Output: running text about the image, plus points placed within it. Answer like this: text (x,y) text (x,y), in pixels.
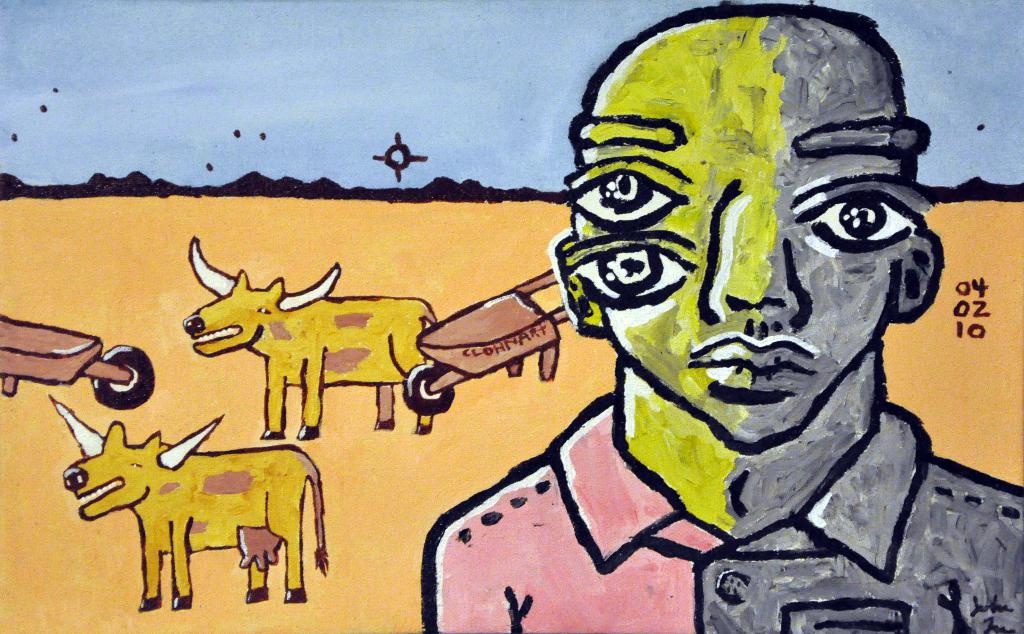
In this image we can see a drawing (623,299), there is the sky (328,51) towards the top of the image (357,22), there are mountains (107,181), there are animals (257,457) on the ground (343,488), there are objects (70,355) that looks like a vehicle (93,364), there is a man (688,262) towards the bottom of the image (761,453), there are numbers (974,313) towards the right of the image (958,312), there is the sun (399,167).
